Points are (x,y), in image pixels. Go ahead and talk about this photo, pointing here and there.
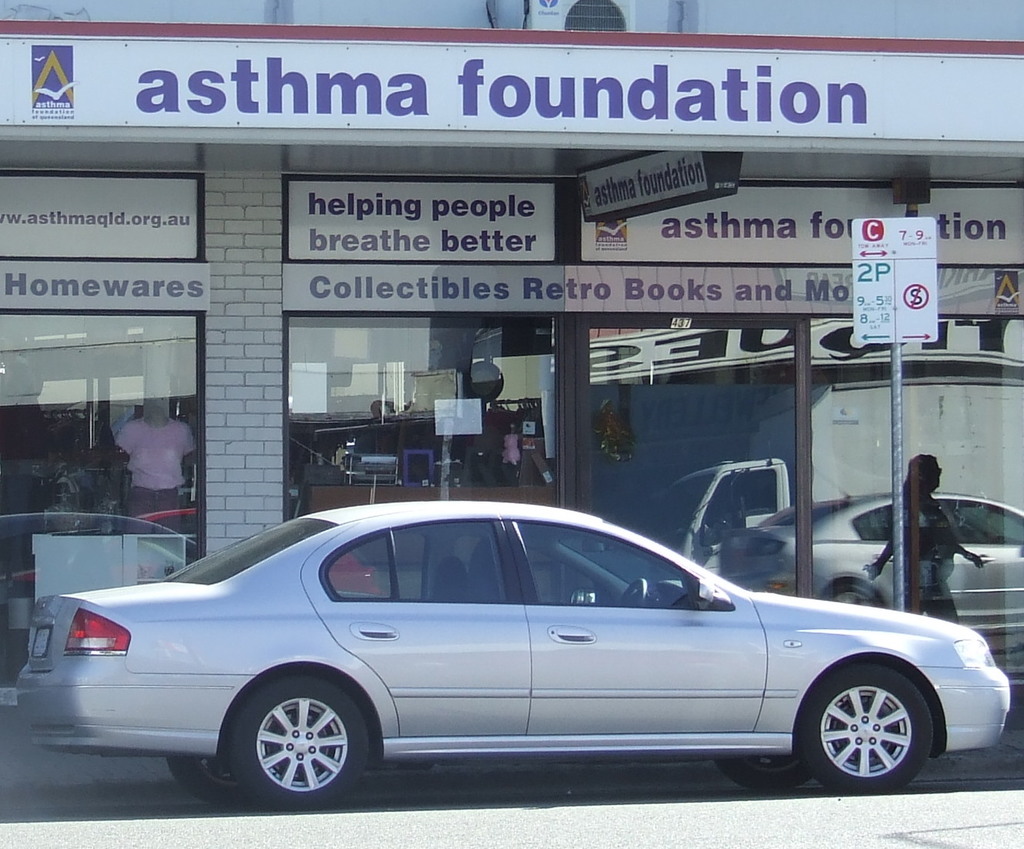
In this image we can see building (189,541), car (361,601), road (645,833) and sign board (852,298).
